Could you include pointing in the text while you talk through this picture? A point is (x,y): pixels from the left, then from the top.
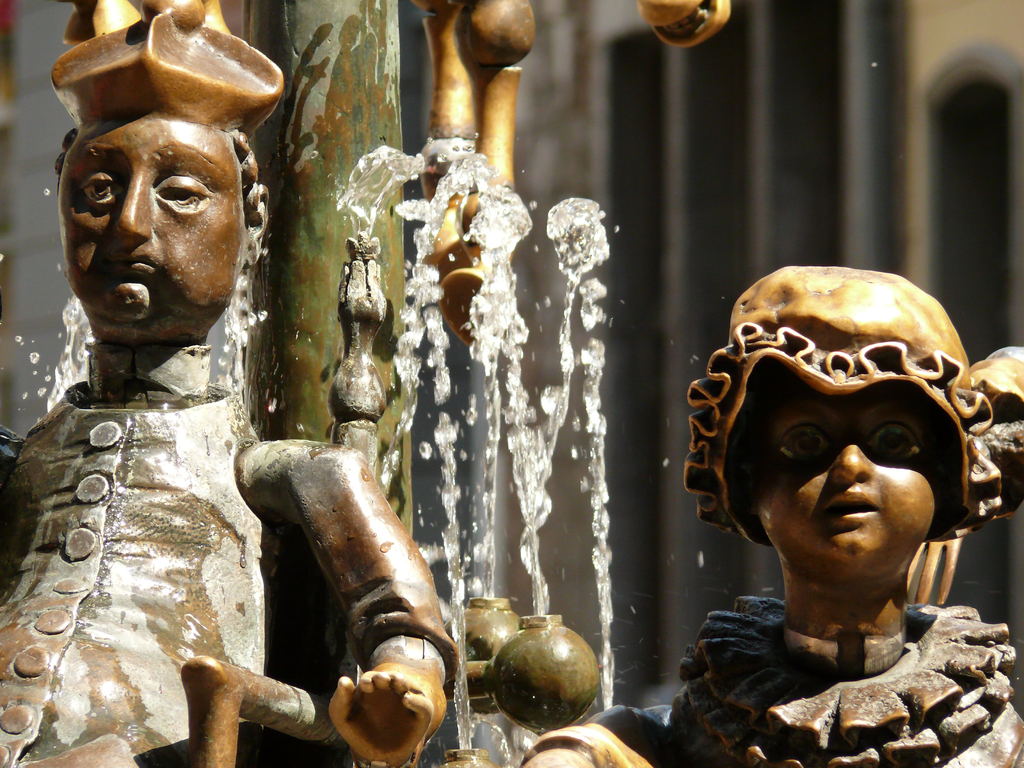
In this image I can see two mini sculptures (87,497) in the front (958,373). In the background (405,180) I can see water (490,439).
